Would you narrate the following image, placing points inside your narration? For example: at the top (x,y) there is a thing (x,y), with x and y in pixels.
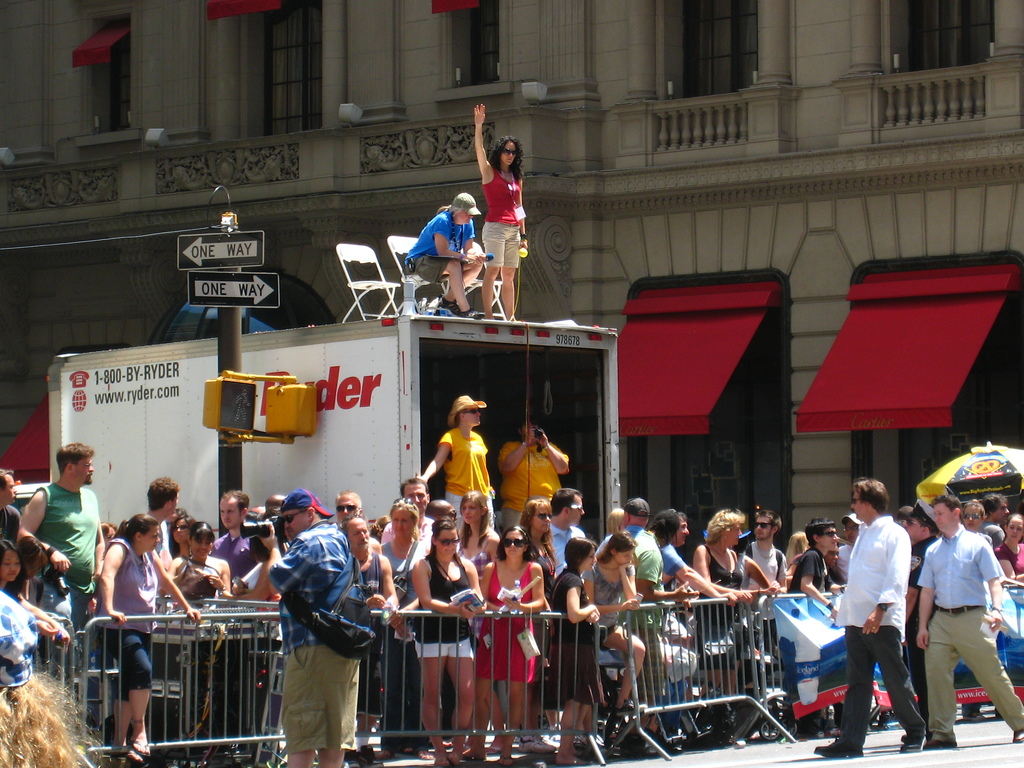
Here we can see group of people (674,571) on the road (967,723). There are two persons (483,447) inside a vehicle (388,345). Here we can see a person (472,262) sitting on a chair (407,249) and there is a woman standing on the vehicle (317,344). There are boards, pole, chairs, fence (761,708), and an umbrella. In the background (844,302) we can see a building (94,170).
